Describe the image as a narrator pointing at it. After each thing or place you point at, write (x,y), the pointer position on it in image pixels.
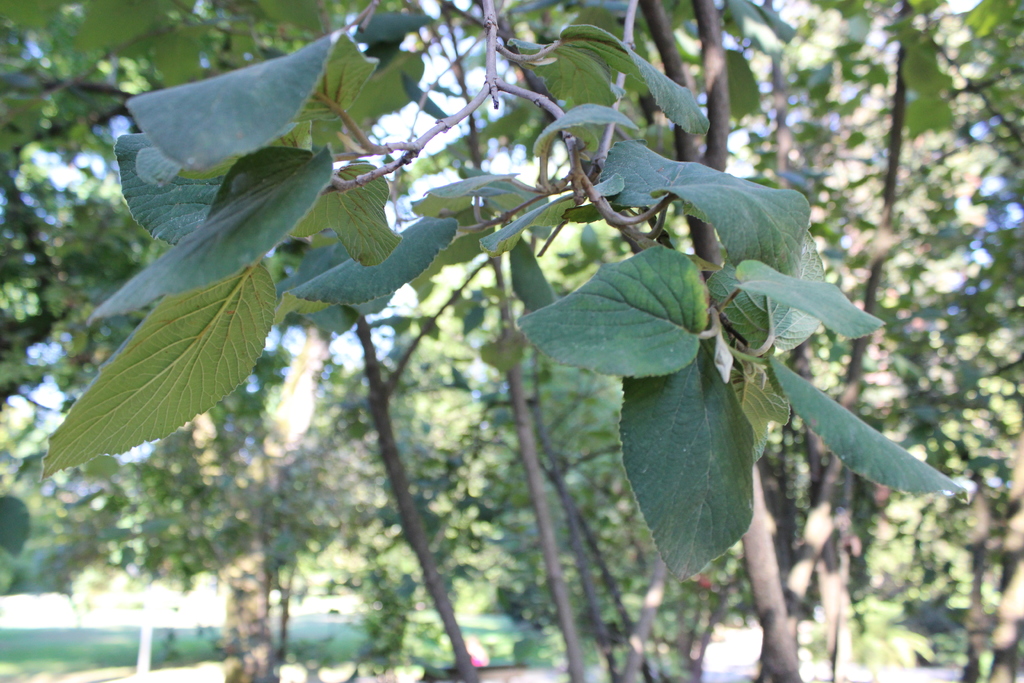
In this image I can see number of trees (403,256) and I can see this image is little bit blurry in the background (65,575).
